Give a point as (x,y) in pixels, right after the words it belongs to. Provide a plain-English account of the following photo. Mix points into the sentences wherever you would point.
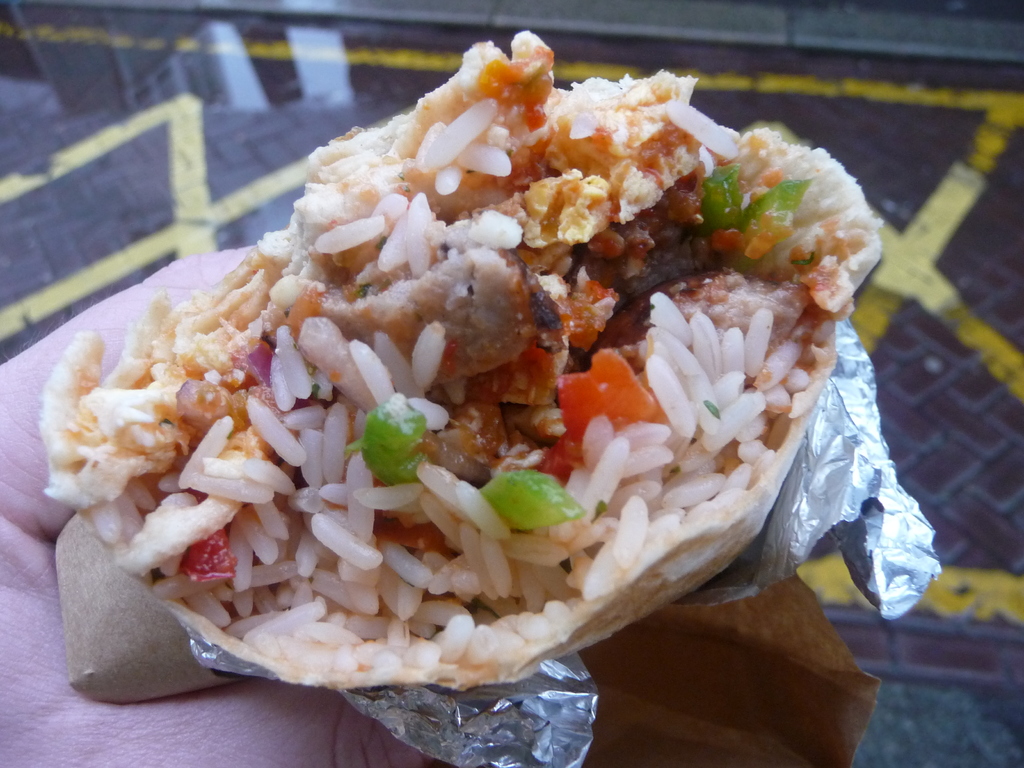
In this picture we can see a person (94,706) holding food items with aluminum foil (533,765), here we can see a paper (69,636) and below this person hand (224,719) we can see a floor (973,652).
